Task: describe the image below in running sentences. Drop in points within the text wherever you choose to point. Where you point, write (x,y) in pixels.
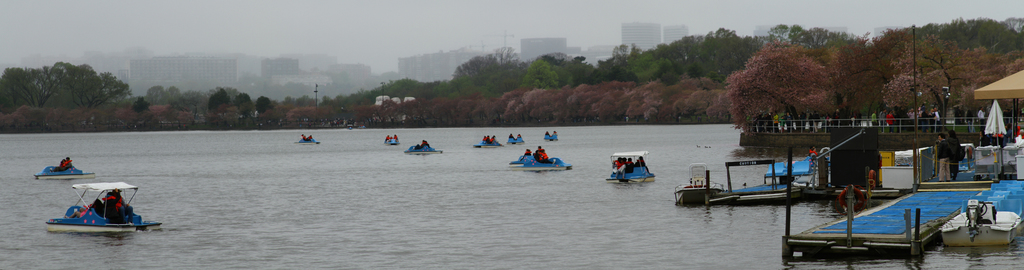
In this picture we can see the platform (865,221), here we can see few people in the boats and these boats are on the water (439,206) and in the background (736,51) we can see buildings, trees (749,39) and the sky (789,3).
